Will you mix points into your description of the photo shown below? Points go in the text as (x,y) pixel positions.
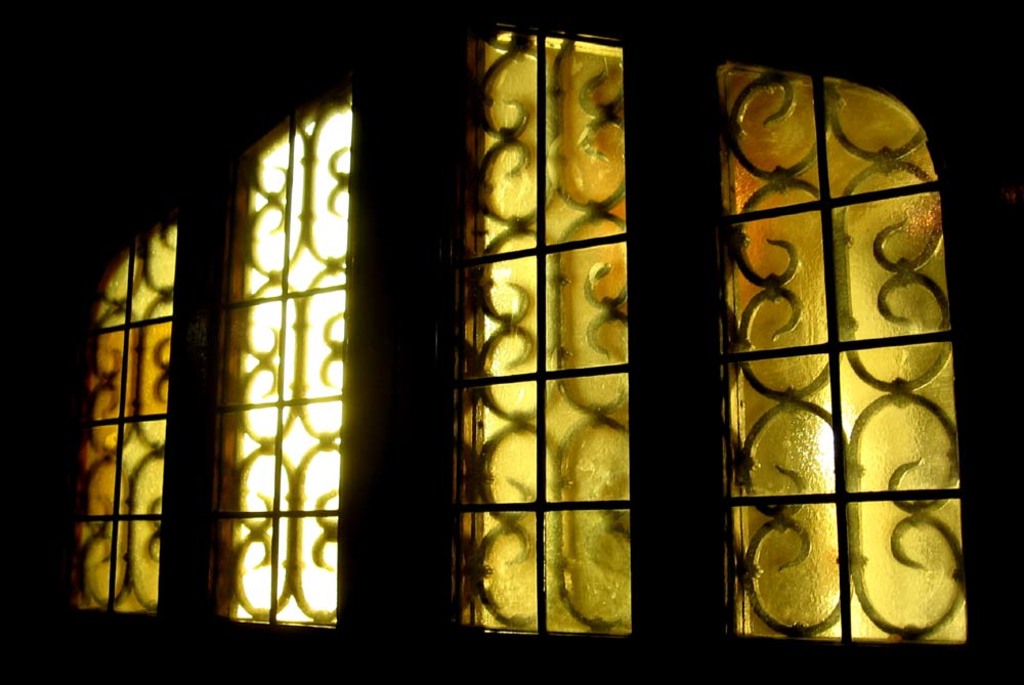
In this picture I can see there is a window (87,398) and it has a glass (307,288) and there is a wooden frame (168,576) and there is a iron frame (300,353) and there is a wall (378,402) here.
